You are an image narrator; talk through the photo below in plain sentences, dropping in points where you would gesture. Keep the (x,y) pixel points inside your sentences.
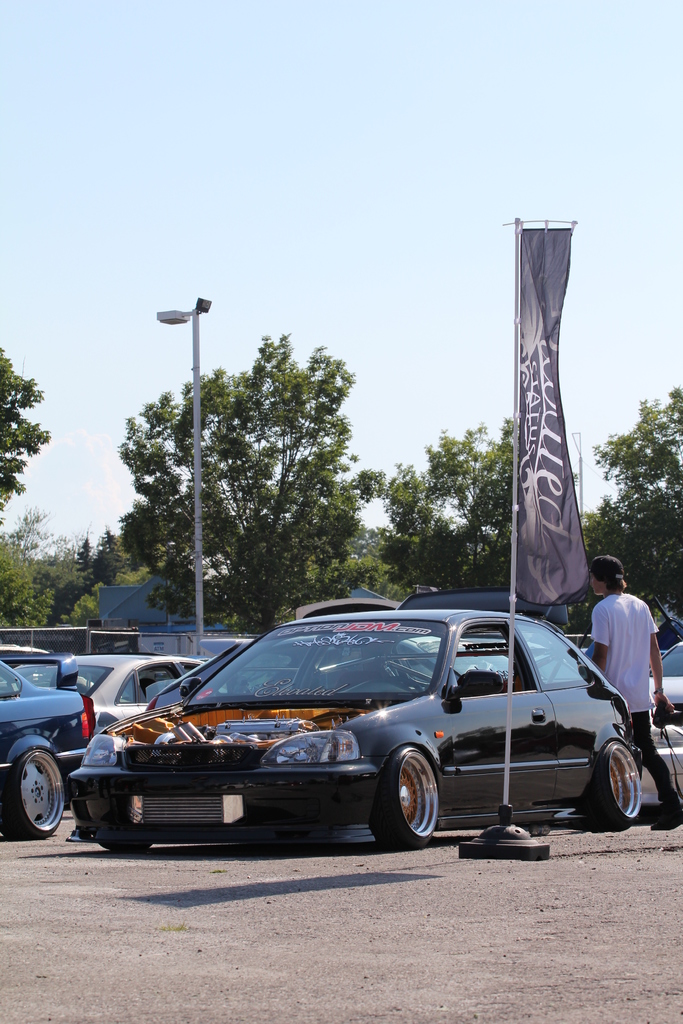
In the image in the center (240,680), we can see few vehicles (194,792). And we can see poles (196,554) and one person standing and holding some object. In the background (301,252) we can see the sky (301,252), trees (454,544) and one banner (526,407).
